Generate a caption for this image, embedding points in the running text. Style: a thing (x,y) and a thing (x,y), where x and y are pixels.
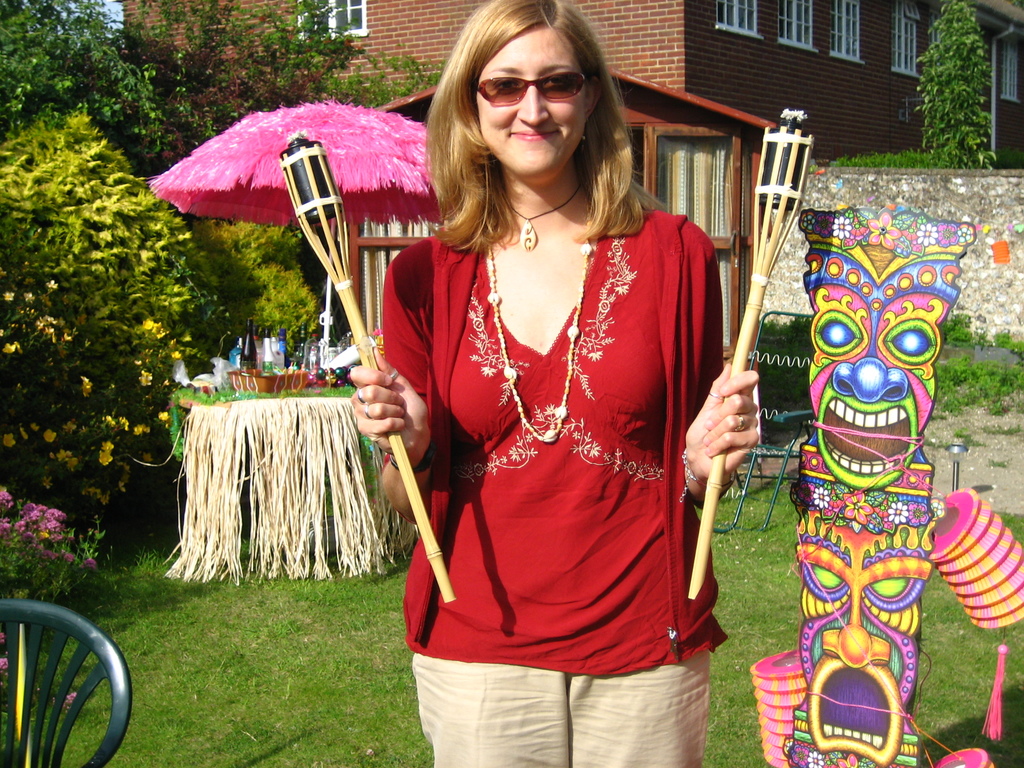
In this image in the foreground (591,431) there is one woman (531,278) standing, and she is holding some sticks (720,472) and smiling. And beside her there are some masks (855,500), and on the left side (110,661) there is a chair (78,654) and in the background (286,469) there are some plants (159,65), chair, table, houses (665,141), umbrella (234,192). And on the table (271,431) there are some baskets (263,382), and in the baskets (254,392) there are some bottles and some other objects (317,382). And at the bottom of the image (340,608) there is grass (729,520).
